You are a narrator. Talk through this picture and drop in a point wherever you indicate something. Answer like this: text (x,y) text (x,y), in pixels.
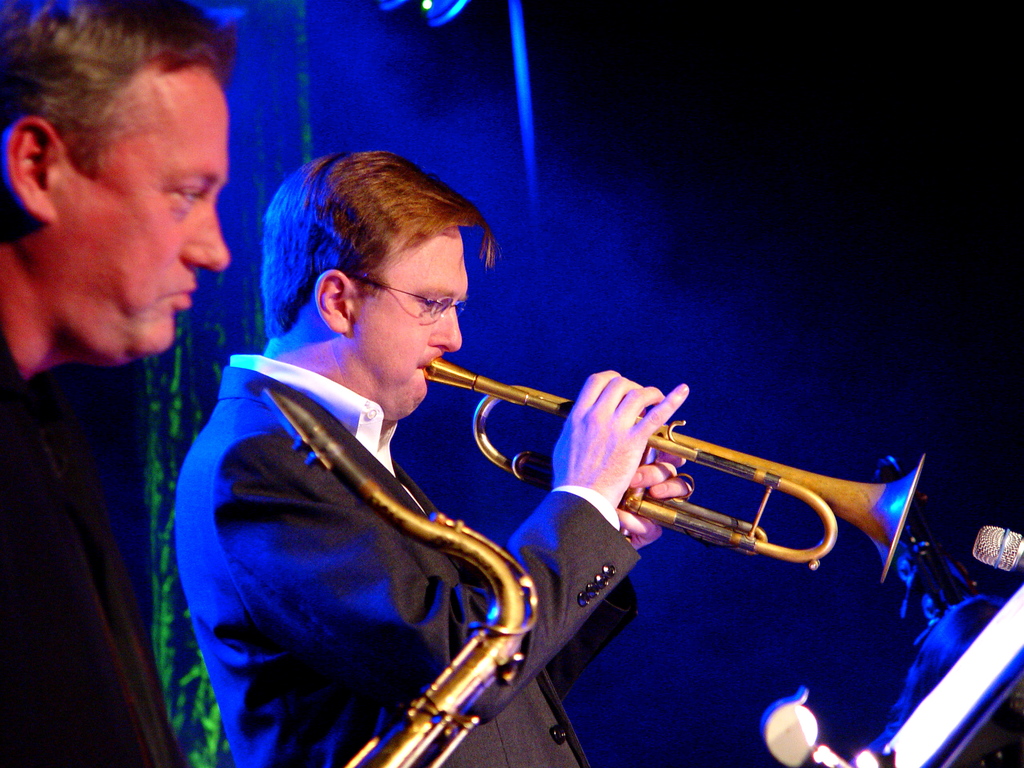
In this picture there is a man (396,350) who is playing a trumpet (656,508). On the left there is another man (105,192) who is wearing black dress (44,525) and holding a saxophone (504,620). In front of them I can see the mic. In the back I can see the light beam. In the top right (1002,43) I can see the darkness (924,95).
